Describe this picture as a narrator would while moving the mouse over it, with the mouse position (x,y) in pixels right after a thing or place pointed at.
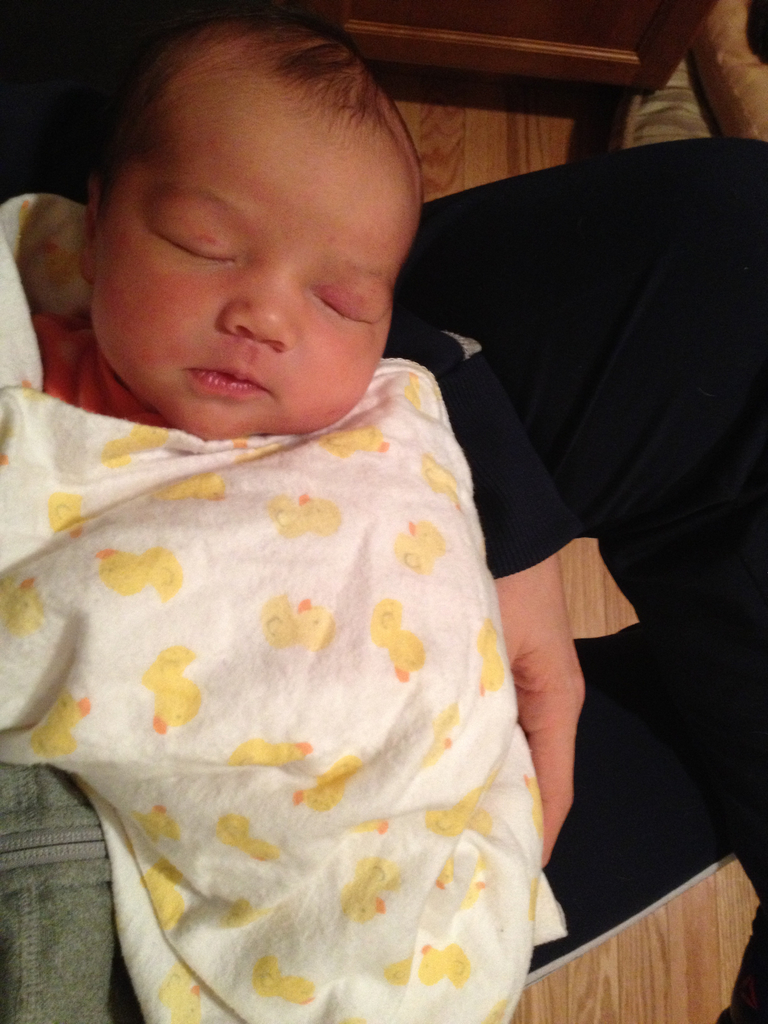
In this image there is a baby (253,421) sleeping on a person's lap (652,600). There is a blanket (367,708) covered on the baby (277,634).
